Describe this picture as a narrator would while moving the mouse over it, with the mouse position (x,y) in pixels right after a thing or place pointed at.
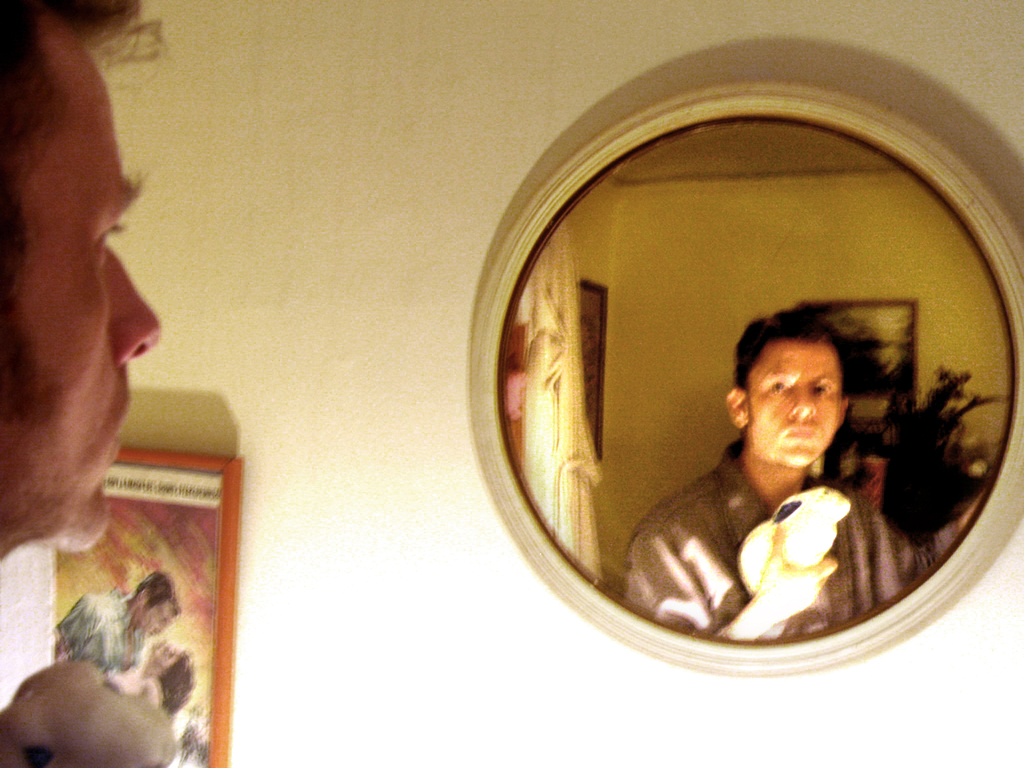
This is the picture of a room (130,256). On the right side of the image (778,463) there is a mirror (730,609), on the mirror (670,558) there is a reflection (752,392) of a man (764,389) standing and holding the object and there is reflection (849,377) of frames (839,315) and there is a reflection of plant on the mirror (939,401). On the left side of the image (68,729) there is a man (37,147) holding the object (93,756) and there is a frame (197,459) on the wall (280,733).
